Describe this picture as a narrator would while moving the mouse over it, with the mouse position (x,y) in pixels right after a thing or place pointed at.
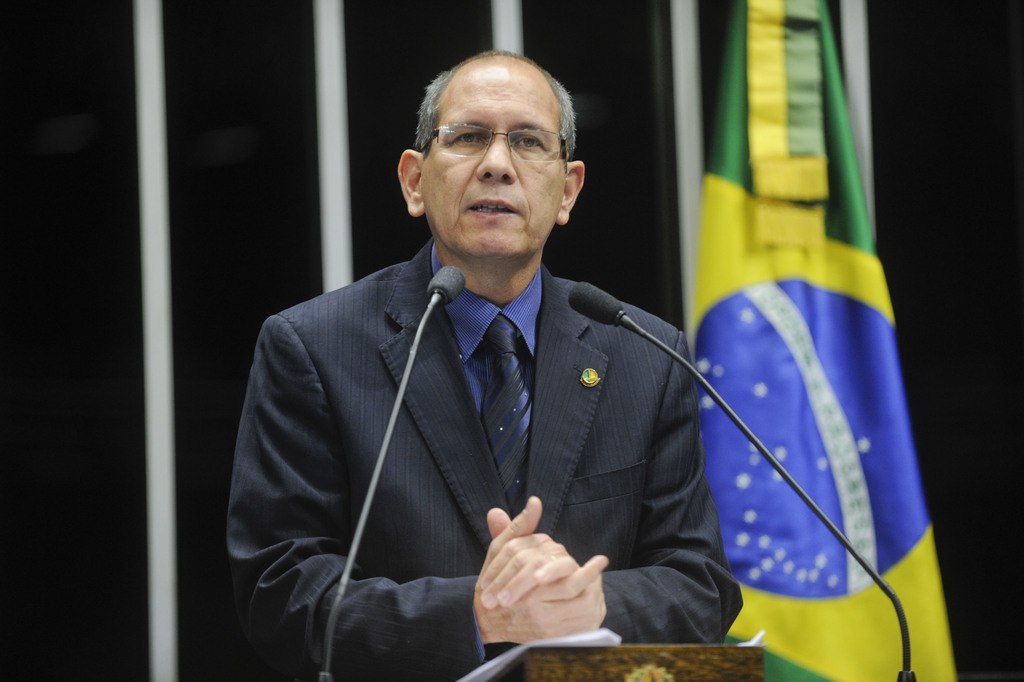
In this picture I can observe a man (556,507) in the middle of the picture (477,308). He is wearing coat (558,417). In front of him there are two mics (586,292). On the right side (774,213) I can observe a flag (784,363). The background (163,249) is dark.
